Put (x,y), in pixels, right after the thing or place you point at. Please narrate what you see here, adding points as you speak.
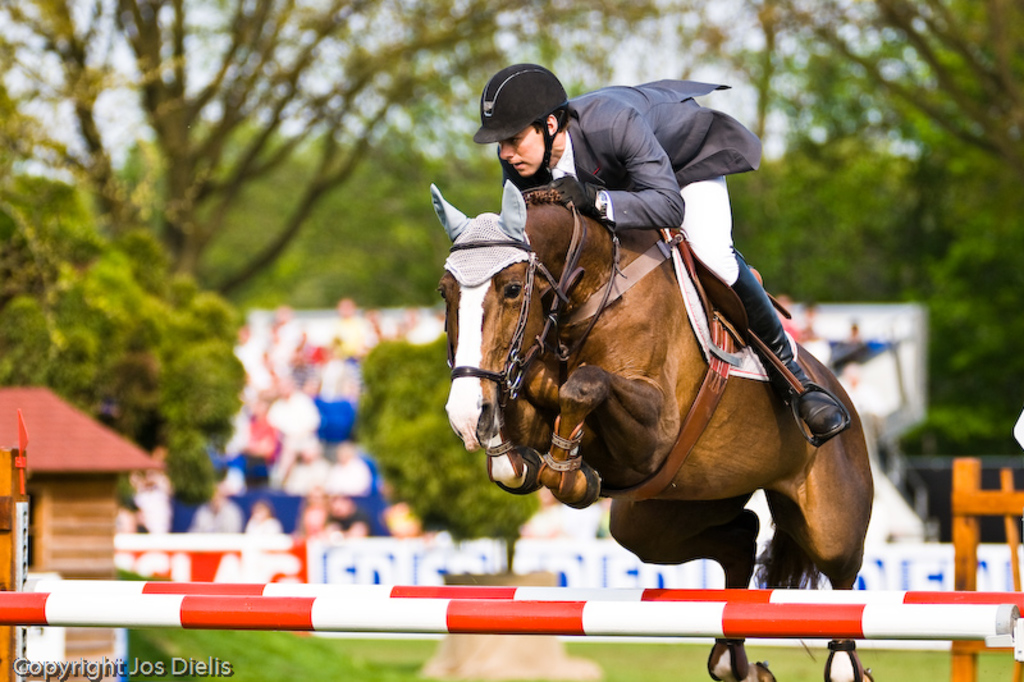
In this image there is a man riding a horse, and there are iron rods (41,590), a house (91,486), there are group of people (360,473), there are plants (399,352) and trees (490,11), there is sky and there is a watermark (61,664) on the image.
